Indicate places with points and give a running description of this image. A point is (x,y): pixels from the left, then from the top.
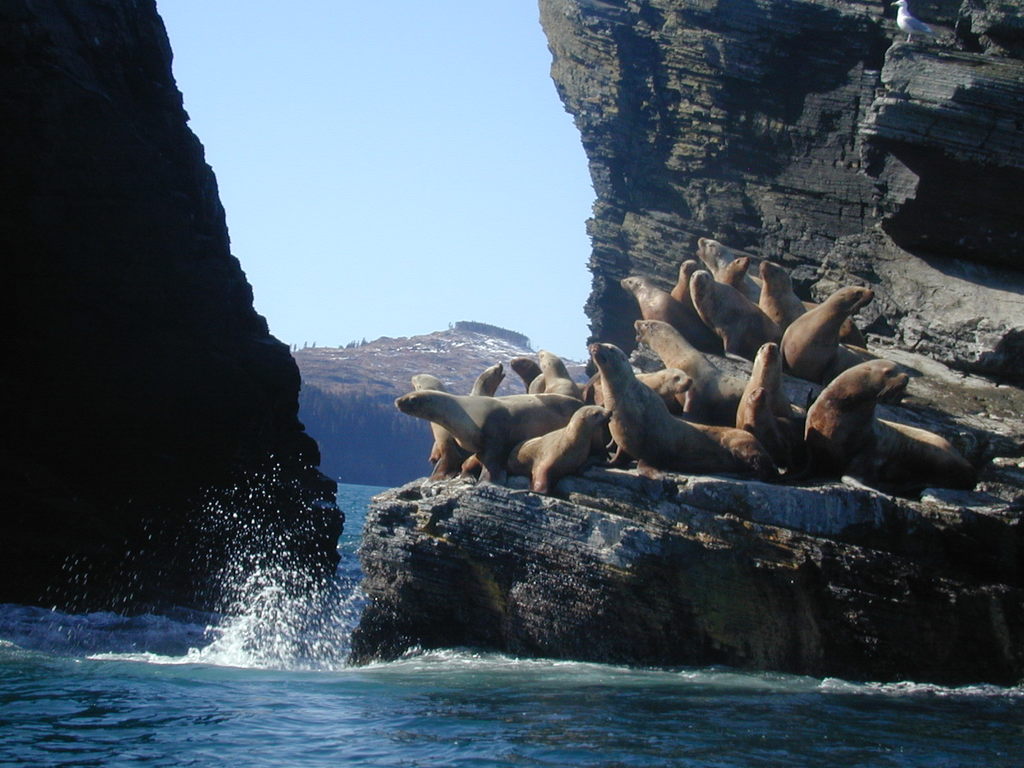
In the foreground of this picture (642,378), there are sea lions (623,396) on the rock (596,543) and on the bottom of the image (519,723), there is water (414,703). In the background (248,321), we can see rocks (178,288) and the sky (346,224).
